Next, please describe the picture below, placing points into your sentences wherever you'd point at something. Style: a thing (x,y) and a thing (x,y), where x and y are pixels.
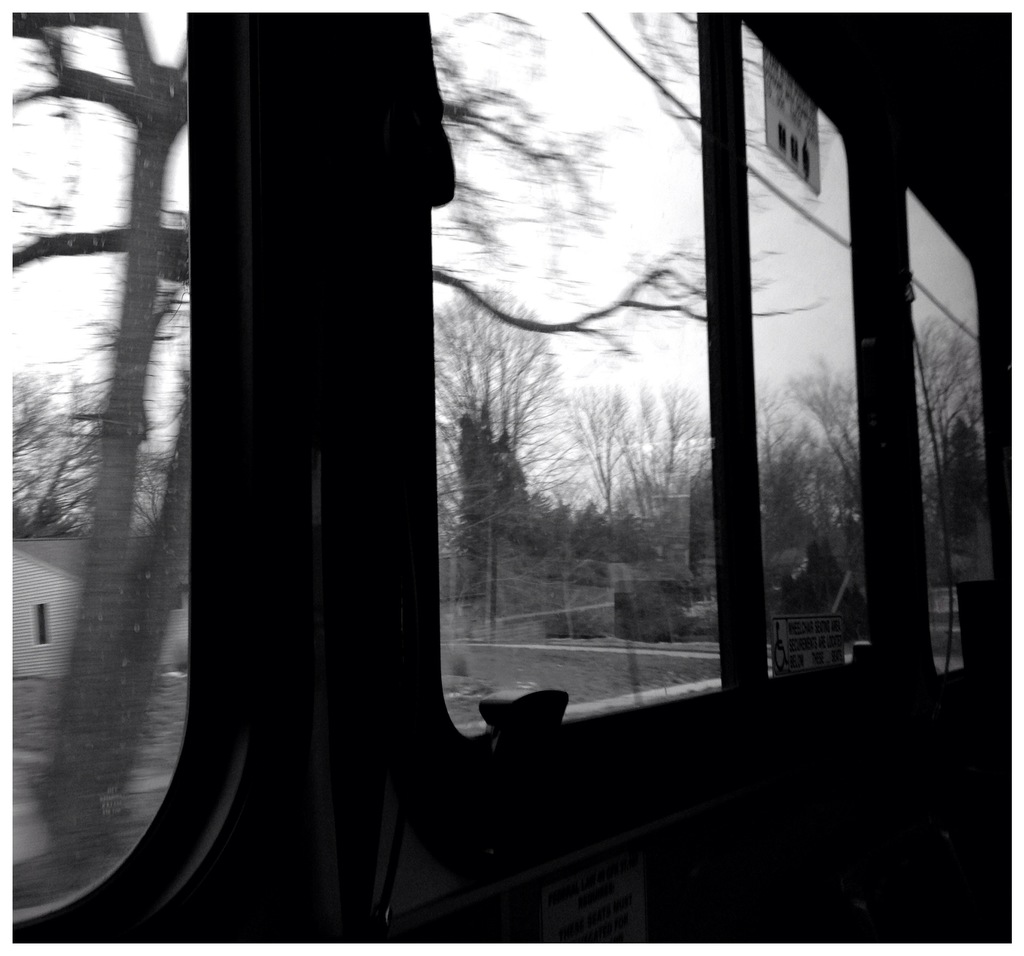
In this image I can see a inner part of the vehicle (726,647). I can see glass windows (790,187), trees (507,388) and house (77,565). The image is in black and white.
